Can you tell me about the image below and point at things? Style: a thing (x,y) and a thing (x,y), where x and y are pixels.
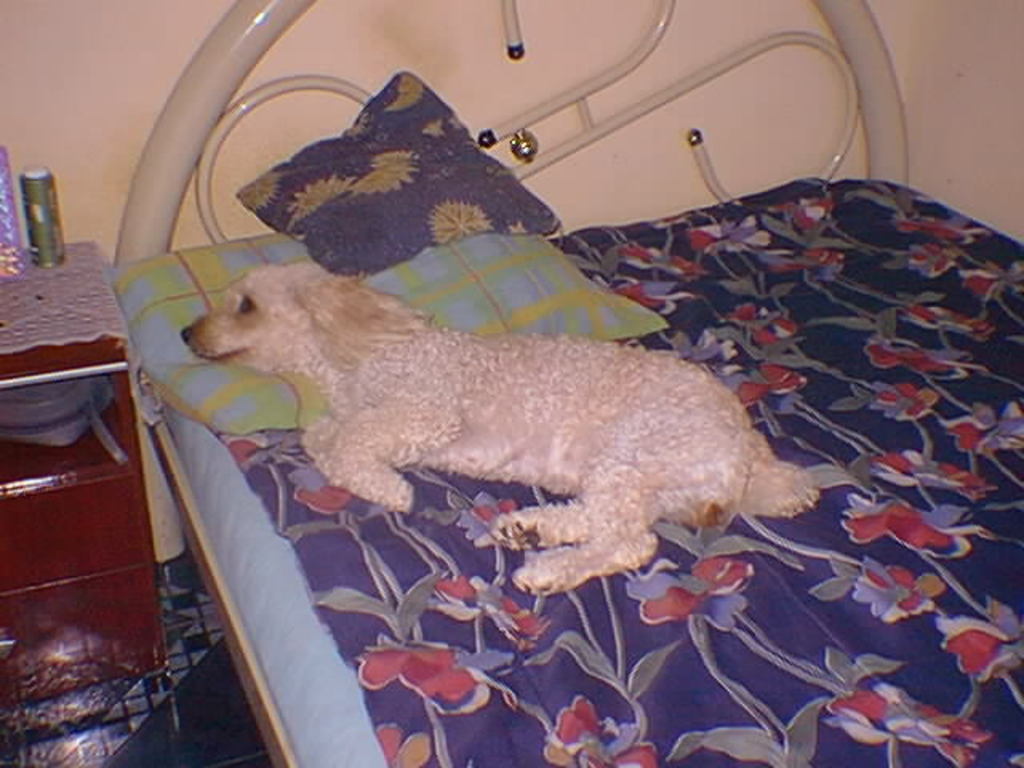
In this image I can see a white dog (652,451) sleeping on the bed (784,702). I can see a colorful blanket (501,612) and pillows (146,361). I can see few objects (7,254) on the cupboard (93,448). The wall (129,53) is in cream color.
